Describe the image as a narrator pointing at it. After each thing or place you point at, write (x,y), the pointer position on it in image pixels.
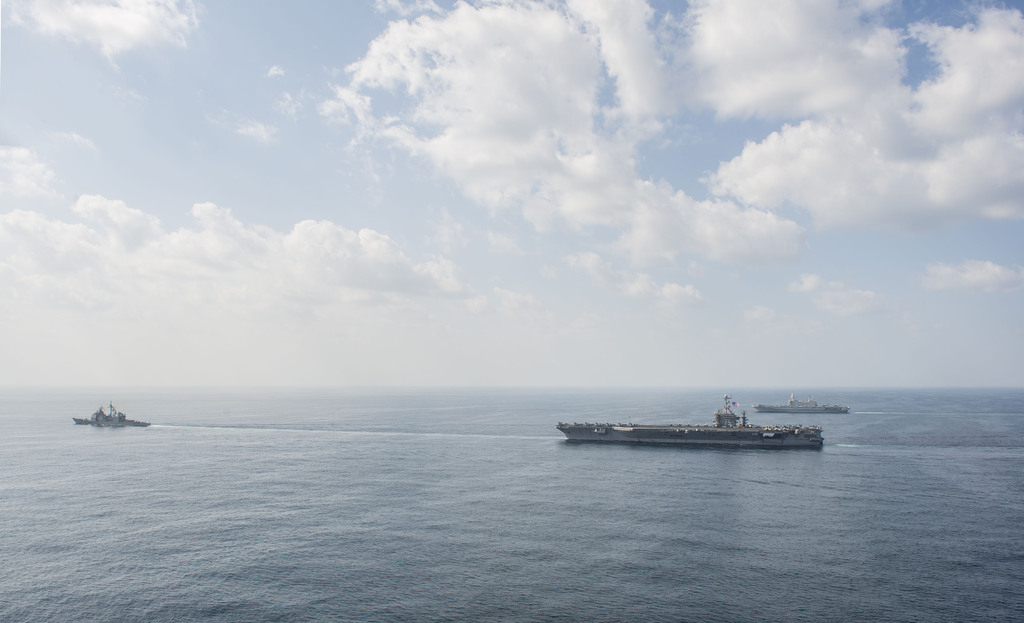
3 Ships (823,408) are moving in this water (472,506). At the top (446,102) it's a cloudy sky (488,237).
